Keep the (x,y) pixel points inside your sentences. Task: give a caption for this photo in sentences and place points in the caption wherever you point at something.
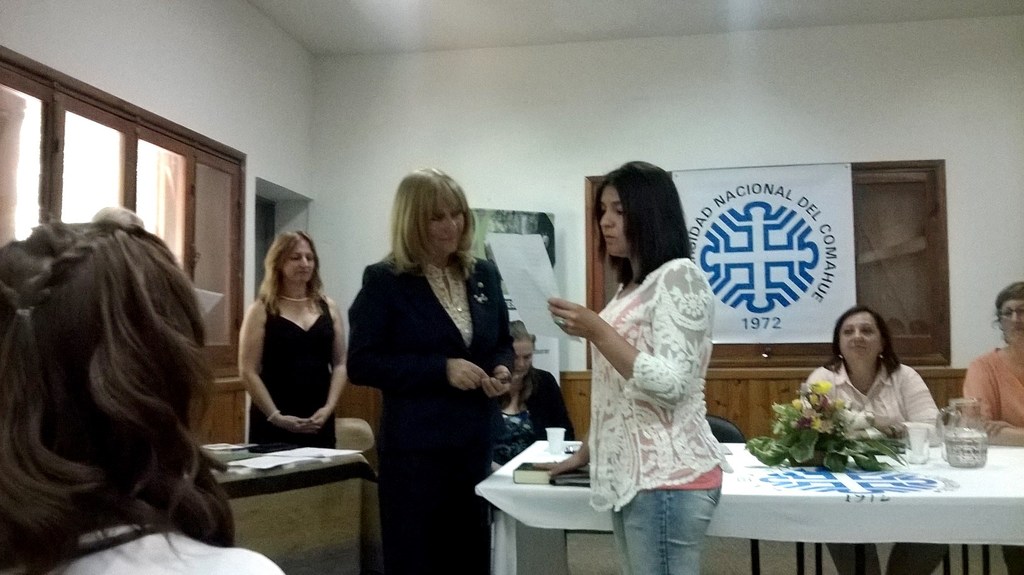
In this room (897,6) there are 3 women (421,420) standing and 4 women (868,337) sitting. On the table (935,490) we can see glass jar (950,440), cups (915,453) and a flower vase (840,433) and the person (630,365) here is holding paper (556,286) and looking at it. In the background (164,195) we can see a wall (1,43), banner (726,271) and doors (177,208).
